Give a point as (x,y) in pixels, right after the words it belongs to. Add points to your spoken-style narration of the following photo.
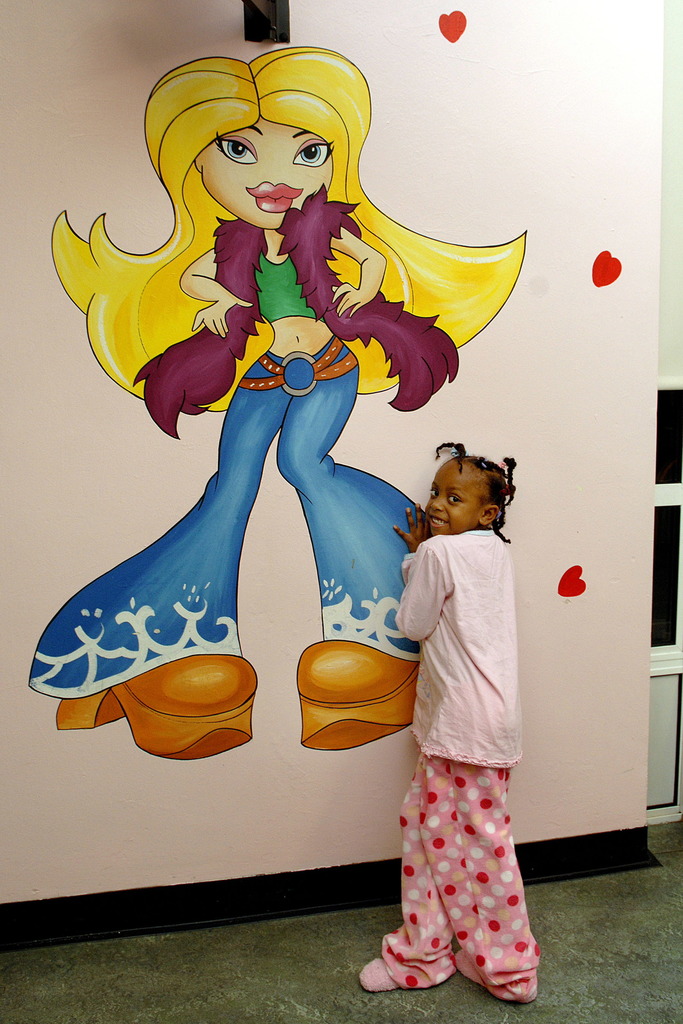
In the image we can see a girl (457,681) standing, wearing clothes (469,837) and this is a floor (580,961), and a wall (566,287). On the wall (565,258) there is a painting (260,320) of a girl (232,375).
